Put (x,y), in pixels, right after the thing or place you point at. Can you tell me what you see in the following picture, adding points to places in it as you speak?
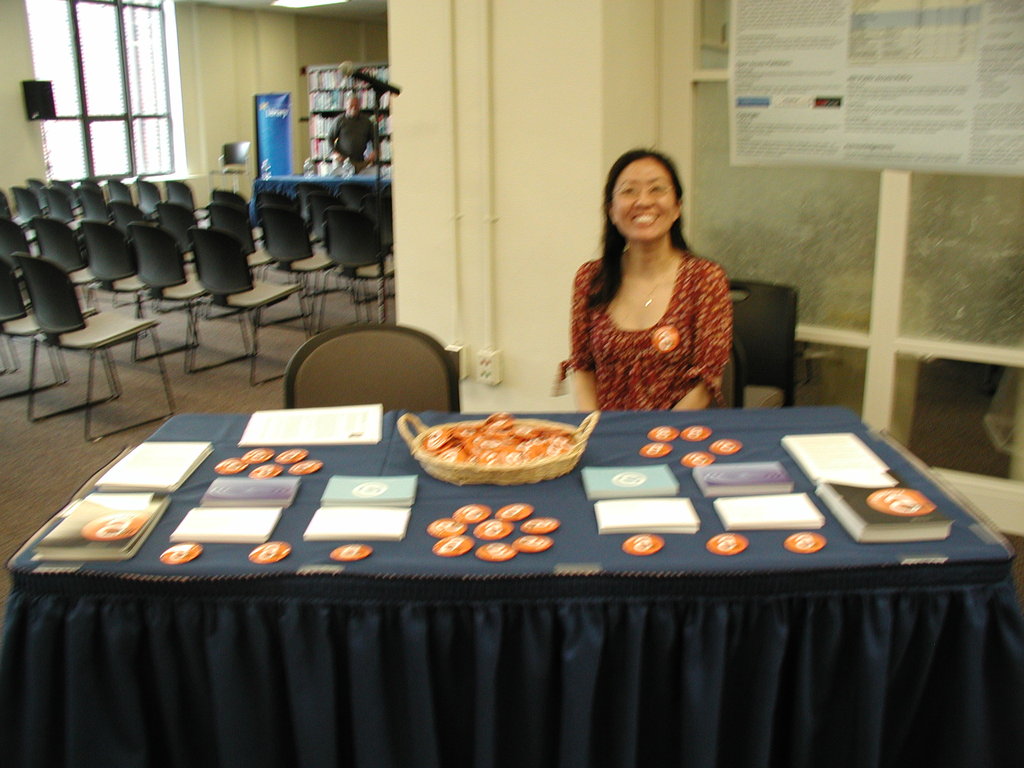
In this picture we can see a woman (659,350) who is sitting on the chair (741,381). This is table (570,660). On the table (592,692) there are books (848,495), cloth (590,538), and a basket (535,480). Here we can see some chairs (352,362). And there is a window (136,82). This is floor (56,448) and there is a wall (517,131).
